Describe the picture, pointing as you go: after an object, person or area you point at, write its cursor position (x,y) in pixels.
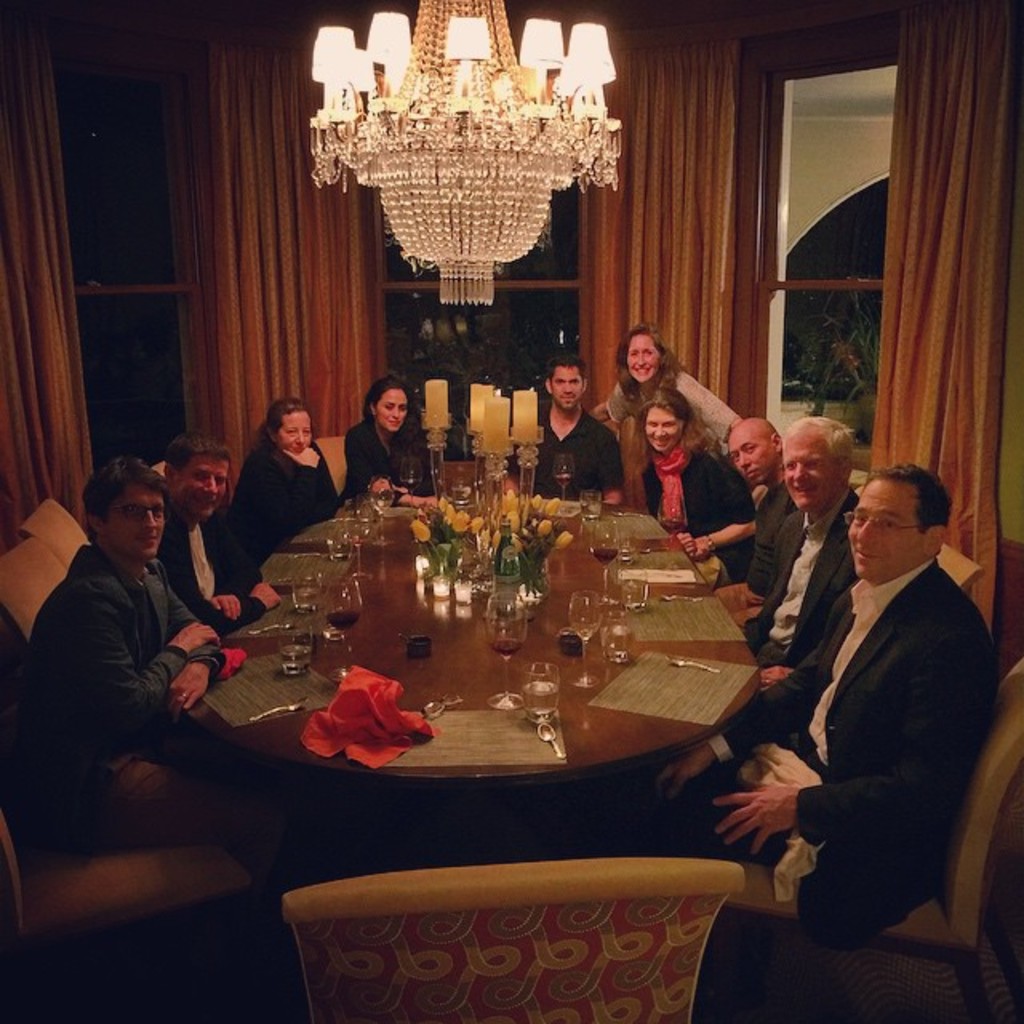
There are few people (30,730) at the dining table (551,610) sitting on the chair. On the table (362,666) we can see glasses (342,612), cloth (357,732), flower vase (460,527), candle stand (505,462) and spoon (546,732), fork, knife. In the background (453,204) we can see window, curtain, chandelier (459,190).
